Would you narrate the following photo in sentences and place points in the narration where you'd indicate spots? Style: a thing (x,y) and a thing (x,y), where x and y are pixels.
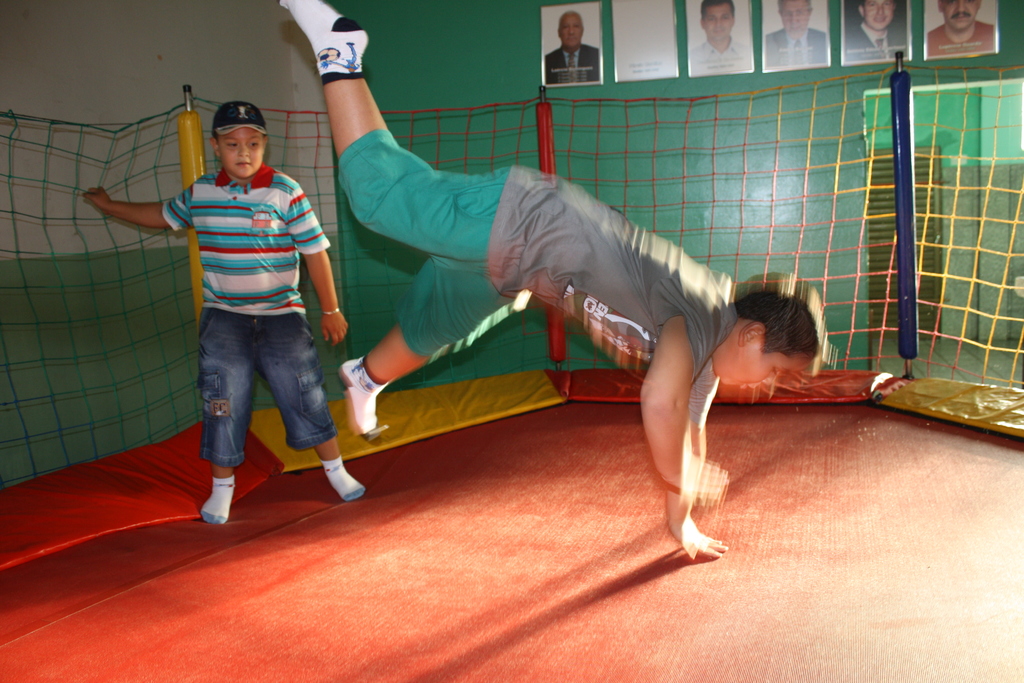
In the center of the image (605,315) a boy (653,313) is standing on his hands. On the left side of the image (265,265) we can see a boy (254,348) is standing and wearing a cap (248,123). In the background of the image (157,327) we can see a mesh (349,306) is there. At the top of the image (560,51) we can see some photos (601,48) and wall (441,54) are there. At the bottom of the image (937,639) ground (786,570) is there.
